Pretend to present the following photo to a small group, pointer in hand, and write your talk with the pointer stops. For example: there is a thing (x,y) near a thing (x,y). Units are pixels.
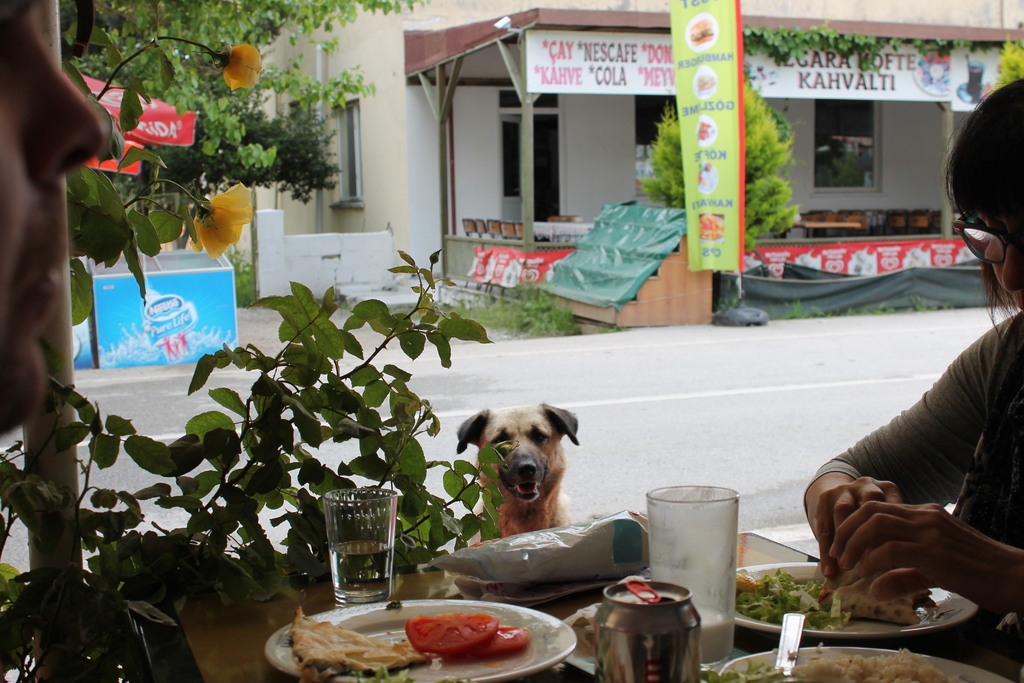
In this image we can see a building (492,149) with shed (641,109) and banners (809,94) with text (896,68). And we can see there are chairs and cloth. We can see the trees (395,381) and flowers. And we can see a dog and a person (905,546) sitting near the table (560,601). On the table (556,615) there are plates (525,613), can (659,625), cover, glasses (369,525) and few objects (584,586).
